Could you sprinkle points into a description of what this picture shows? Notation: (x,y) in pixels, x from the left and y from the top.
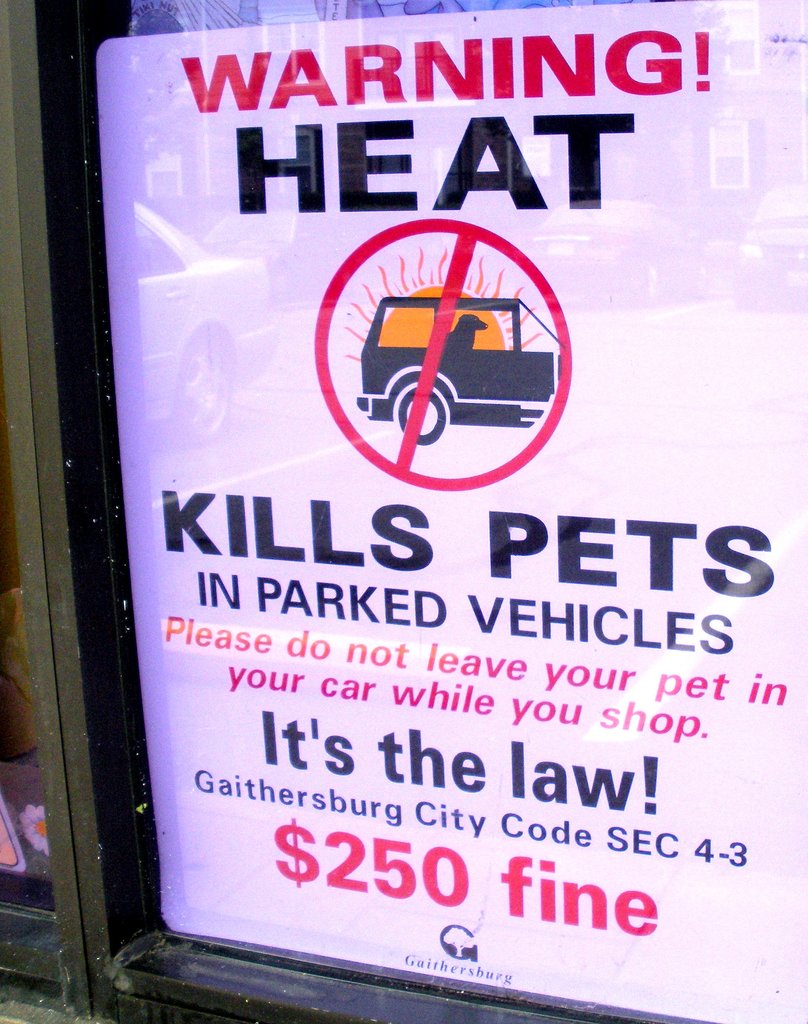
Here in this picture we can see a warning sign (333,36) present over a place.
